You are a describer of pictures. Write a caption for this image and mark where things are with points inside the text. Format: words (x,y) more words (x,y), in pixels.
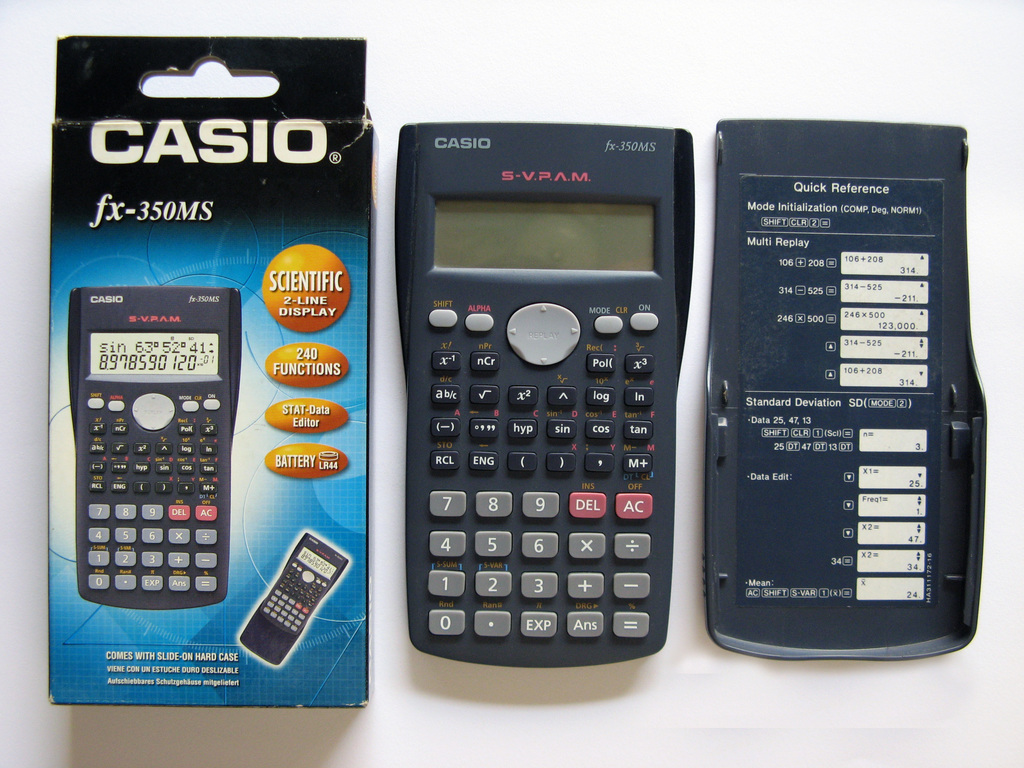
In this image, we can see a calculator (408,245), calculator back cover (767,254) and calculator box (184,175).
